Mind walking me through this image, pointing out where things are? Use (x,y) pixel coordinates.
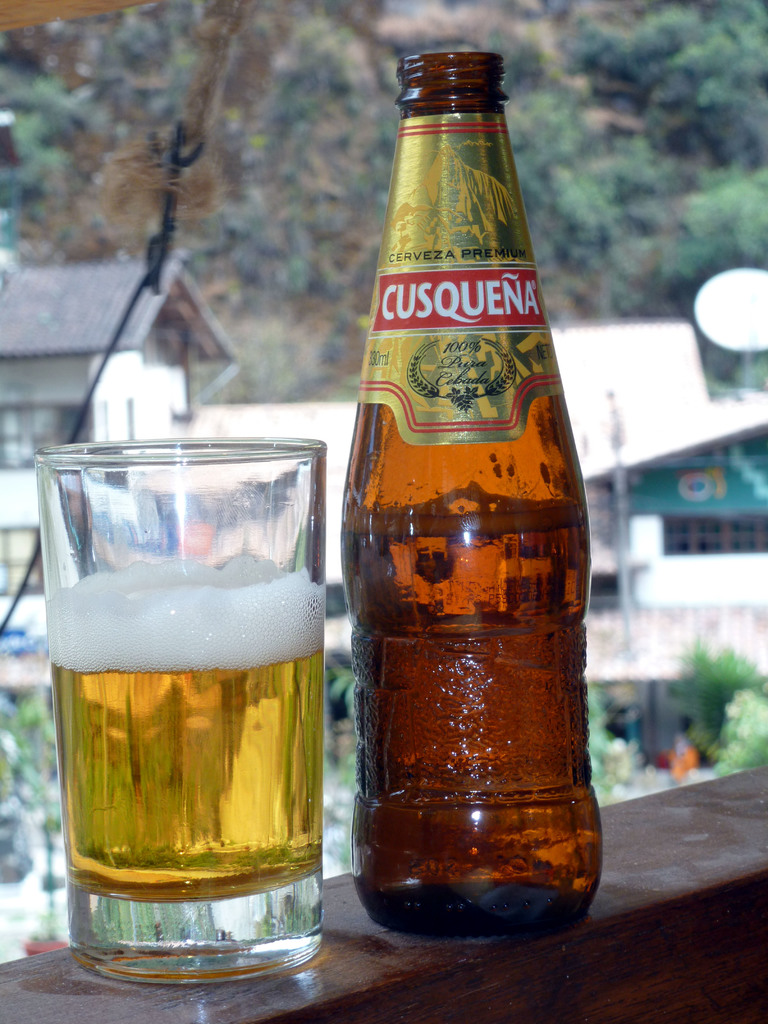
On table (358,958) there is a bottle (378,890) and glass (290,924) with beer (181,760). Far there are trees (541,248) and buildings (679,577).
